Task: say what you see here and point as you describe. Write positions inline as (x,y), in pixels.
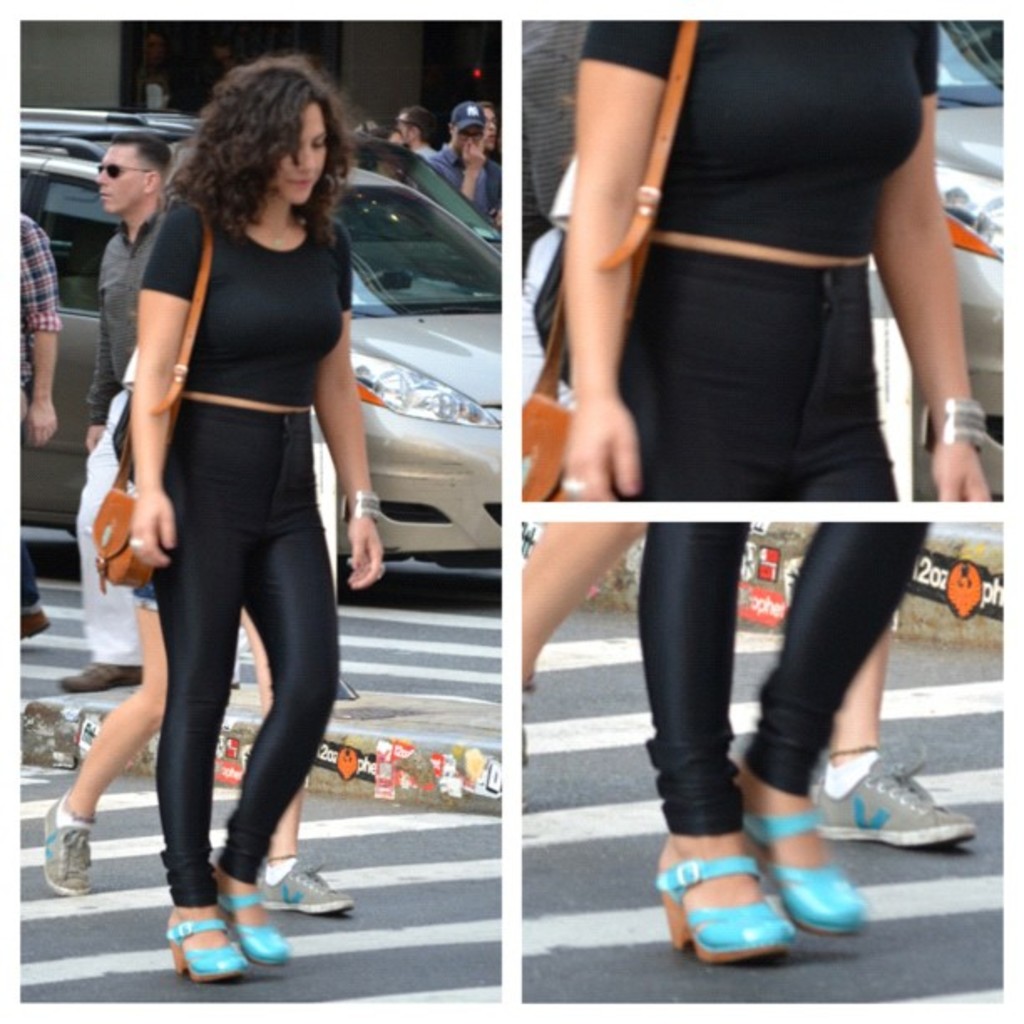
This picture describes about collage of images, in this we can find few people (356,485) and a car (477,401).
